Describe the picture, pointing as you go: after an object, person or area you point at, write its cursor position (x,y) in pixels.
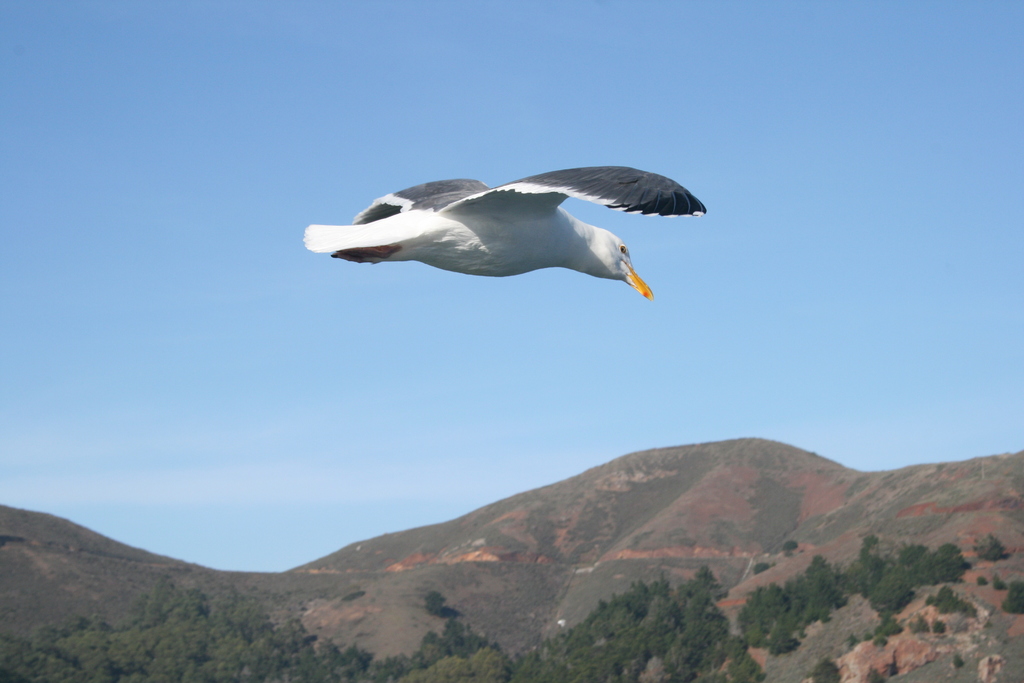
In the center of the picture (486,236) there is a bird (509,246). At the bottom (334,604) there are trees (305,639) and hills (398,638). Sky (19,311) is clear and it is sunny.
